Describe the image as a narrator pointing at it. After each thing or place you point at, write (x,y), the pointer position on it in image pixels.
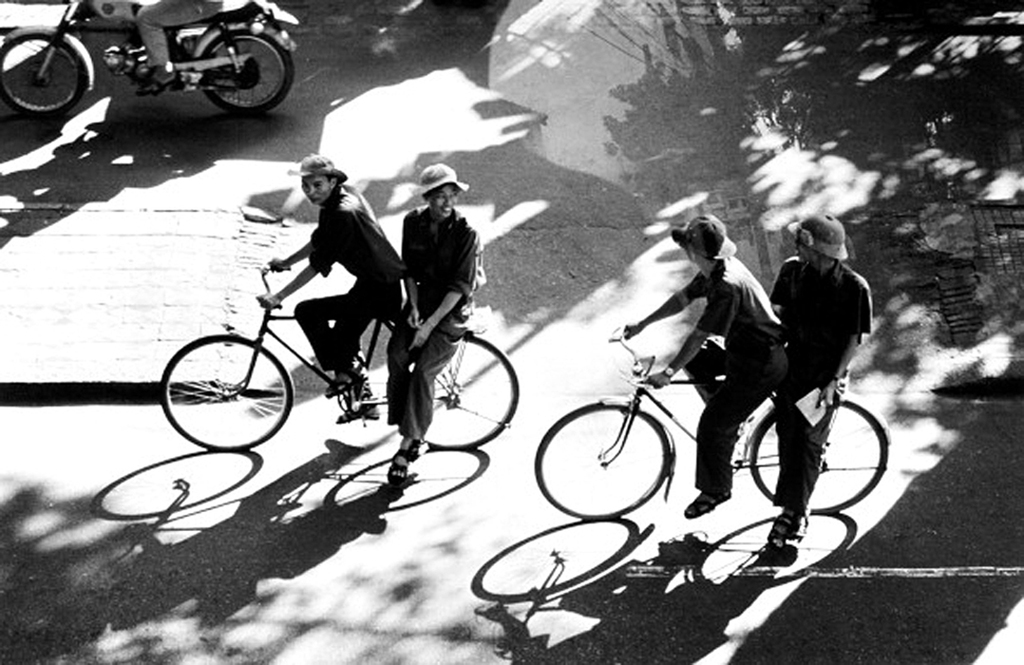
In the image there are few people (356,347) on bicycle (756,474), there are on road (351,512) and on the top left side (233,53) corner there is a man (156,46) going on motorcycle (223,55).
